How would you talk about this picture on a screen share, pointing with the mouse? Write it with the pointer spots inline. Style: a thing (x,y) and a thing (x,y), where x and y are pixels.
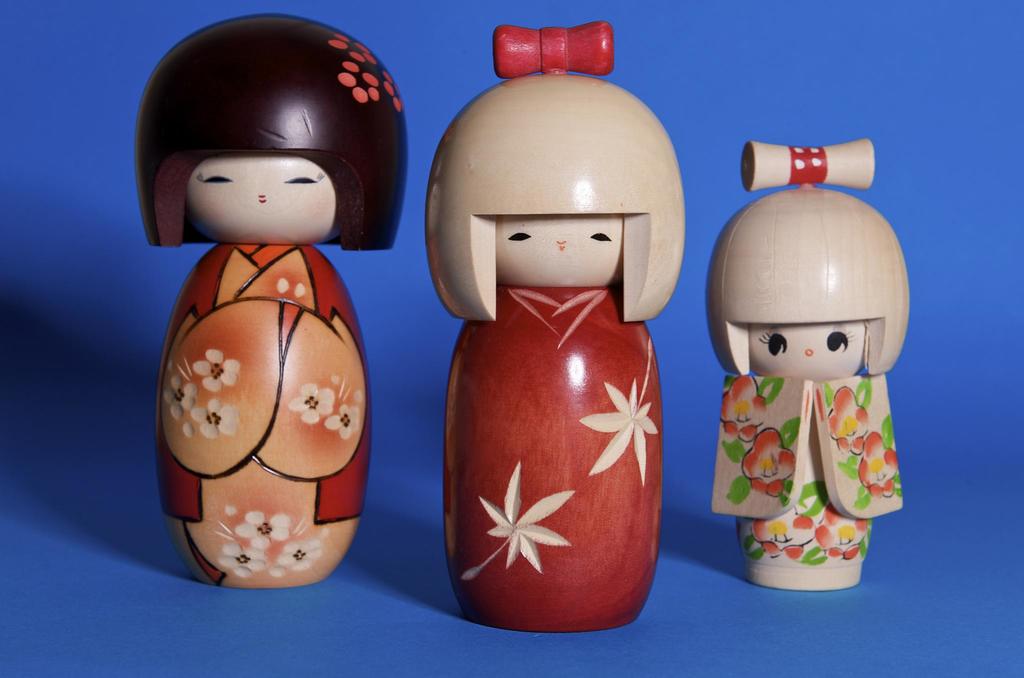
In this image, we can see three toys (751,379). In the background (398,309), we can see blue color.
